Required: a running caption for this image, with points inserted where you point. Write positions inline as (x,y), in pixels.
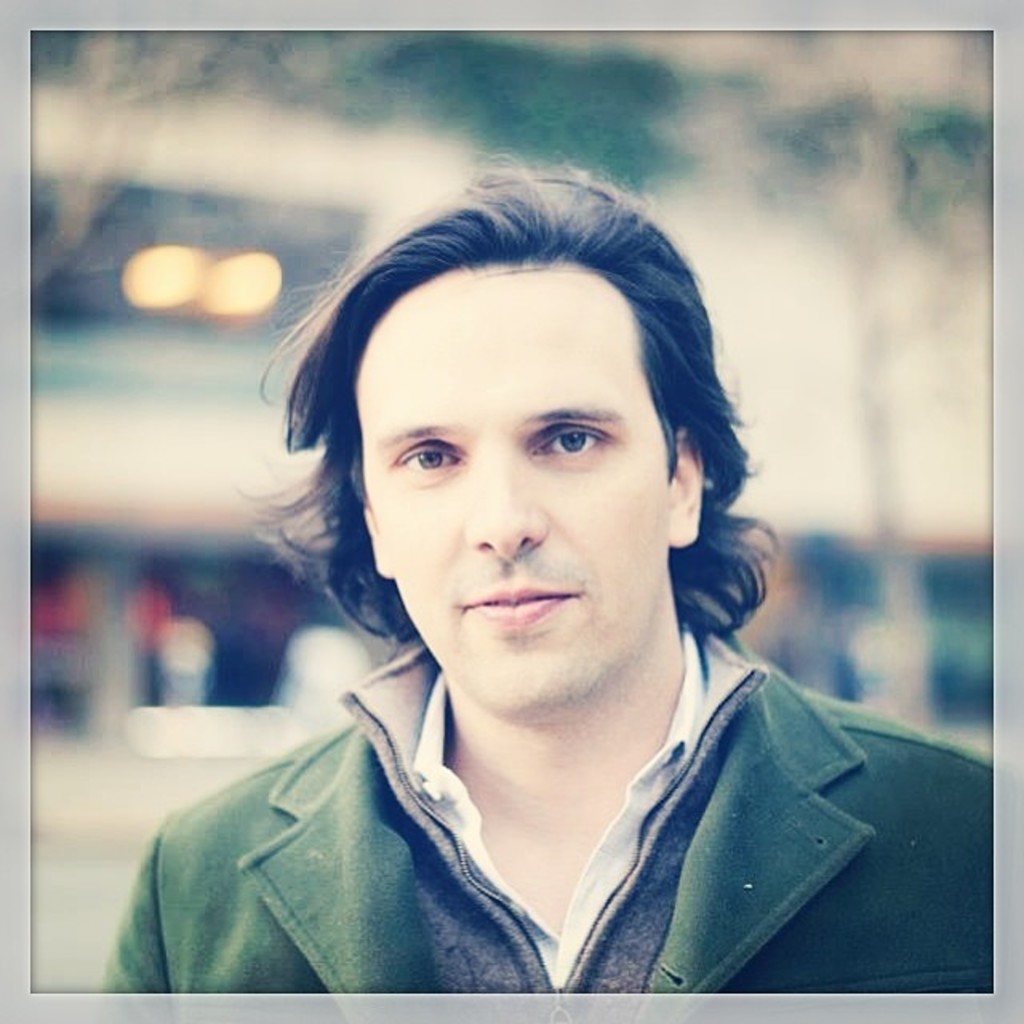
In this image, we can see a man (246,912) is seeing. Background (44,669) there is a blur view. The borders of the image, we can see ash color.
